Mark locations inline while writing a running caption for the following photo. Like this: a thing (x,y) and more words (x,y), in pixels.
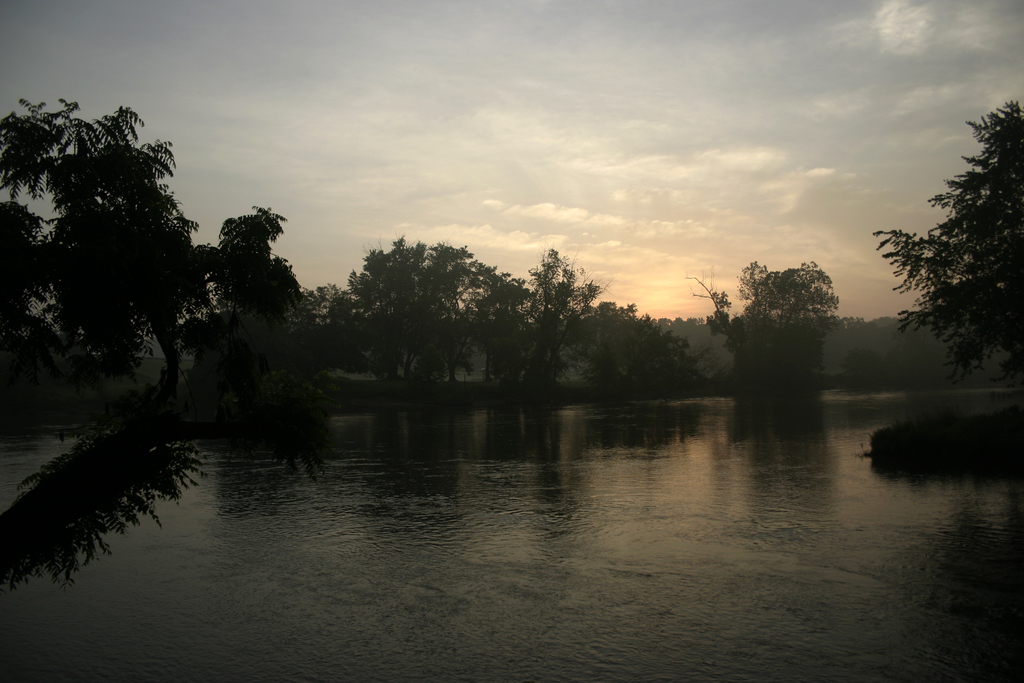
In this picture I can see there is a lake (475,425) and there are trees (740,319) and the sky (506,172) is cloudy.
